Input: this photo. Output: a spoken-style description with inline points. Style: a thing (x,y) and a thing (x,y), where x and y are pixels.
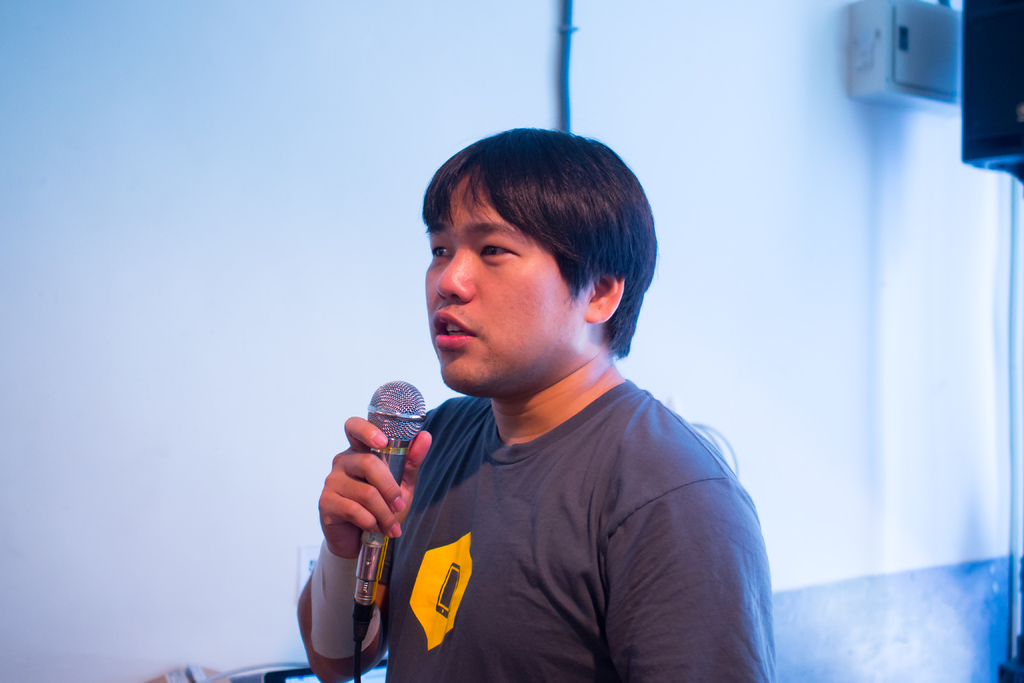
In this image, we can see a person (570,561) is holding a microphone (392,415) and talking. Background (857,415) we can see the wall (793,317), pipe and few objects (1001,49).
